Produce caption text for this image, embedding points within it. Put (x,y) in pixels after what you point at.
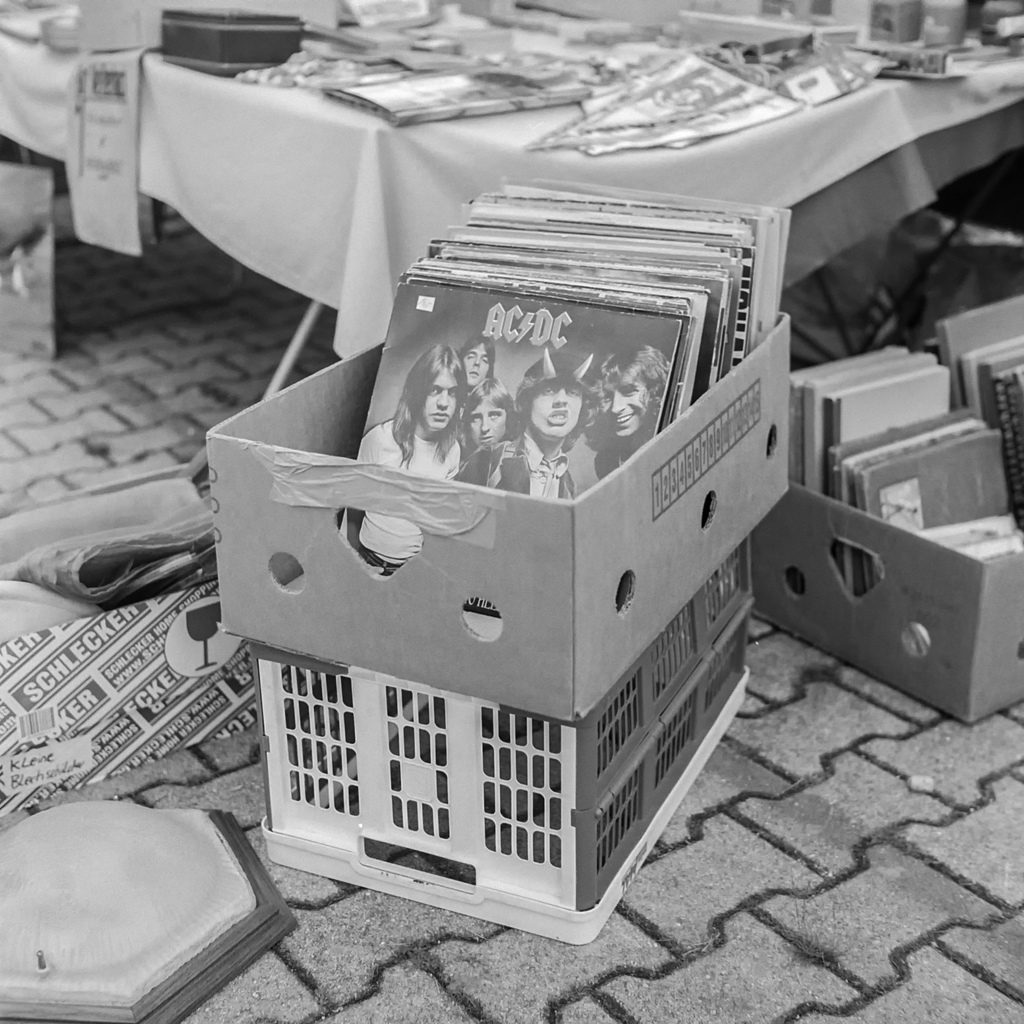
This is a black and white image, where we can see a basket (562,800), a cardboard box (574,547) with records (672,340) in it. In the background (945,450), there are books (860,379) in the card board box (857,540), few papers (95,545) and many objects (371,93) on the table (211,188).
